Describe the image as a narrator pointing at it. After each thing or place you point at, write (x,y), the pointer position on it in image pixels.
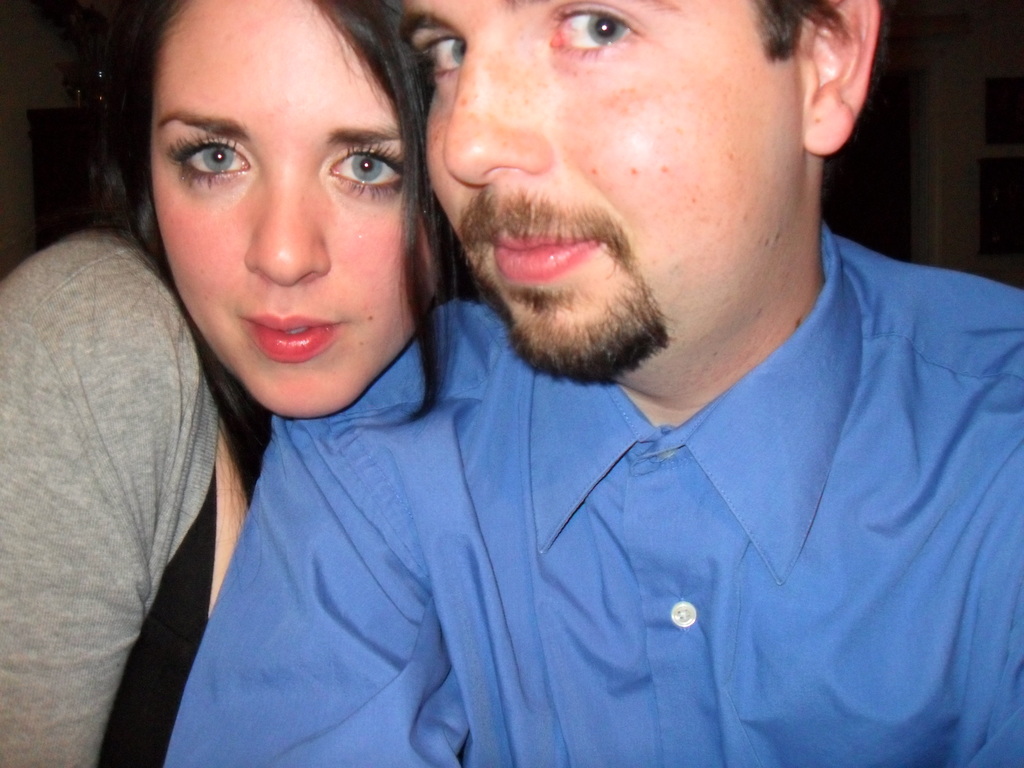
The woman (193,307) in black T-shirt (182,610) and grey jacket (99,465) is standing beside the man (450,527) who is a wearing blue shirt (692,576). Neither of them is smiling. I think they are posing for the photo. In the background (934,221), it is black in color.
